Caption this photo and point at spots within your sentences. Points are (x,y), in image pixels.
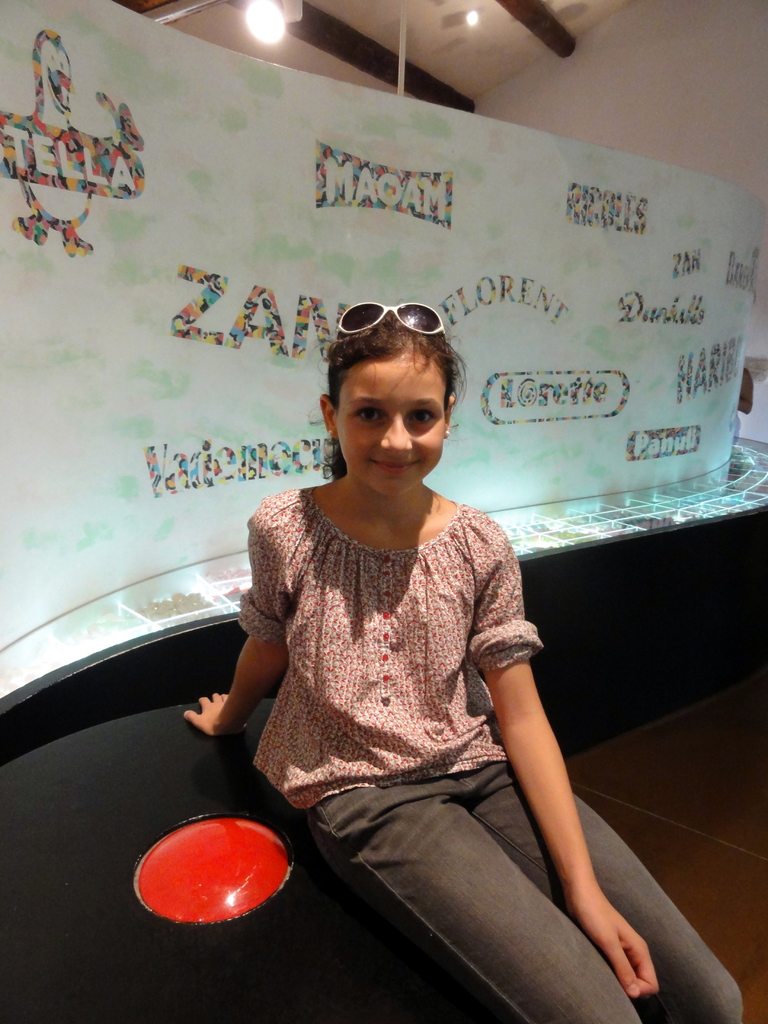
Here there is a girl (401,687) sitting on an object (221,787). in the background (315,343) there is a board (235,250) with some texts (203,275) written and figures (38,170) on it and we can also see wall (617,55) and a light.
